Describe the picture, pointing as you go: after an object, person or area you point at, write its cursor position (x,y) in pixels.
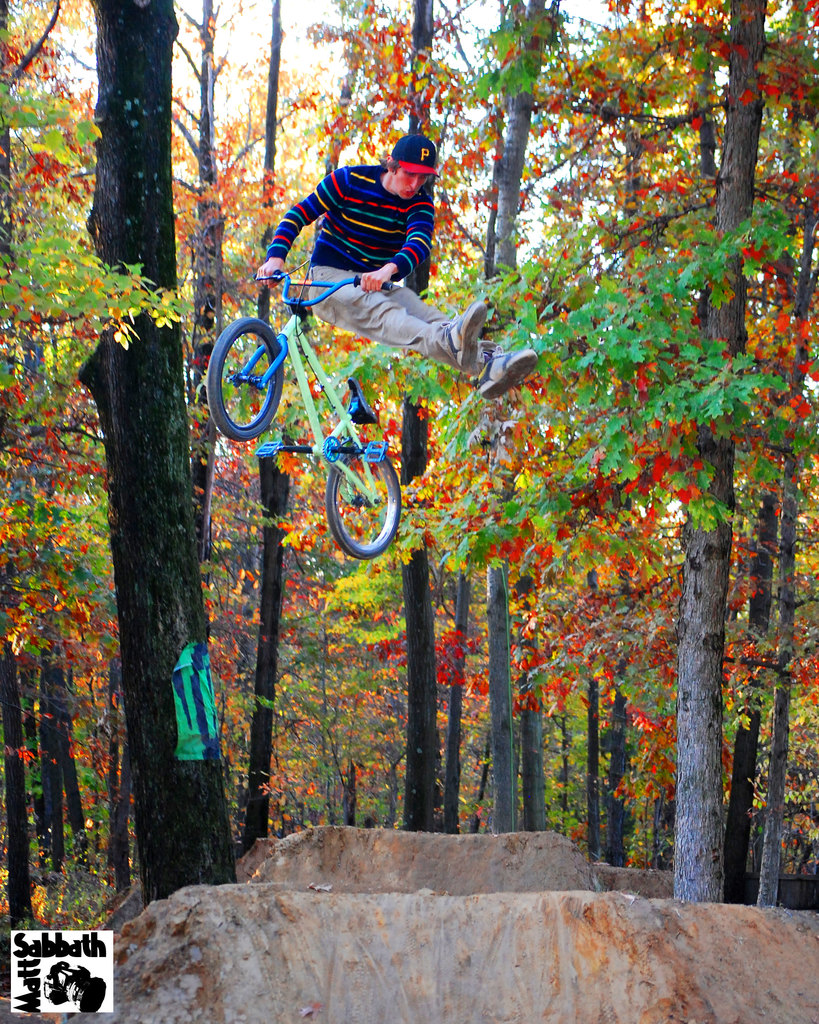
There is a man (362,233) wearing t-shirt (362,206) and cap (405,155), jumping and holding a bicycle (259,329). In the background (266,225), there are group of trees (81,159), sky (310,49) and the plants (100,846).
